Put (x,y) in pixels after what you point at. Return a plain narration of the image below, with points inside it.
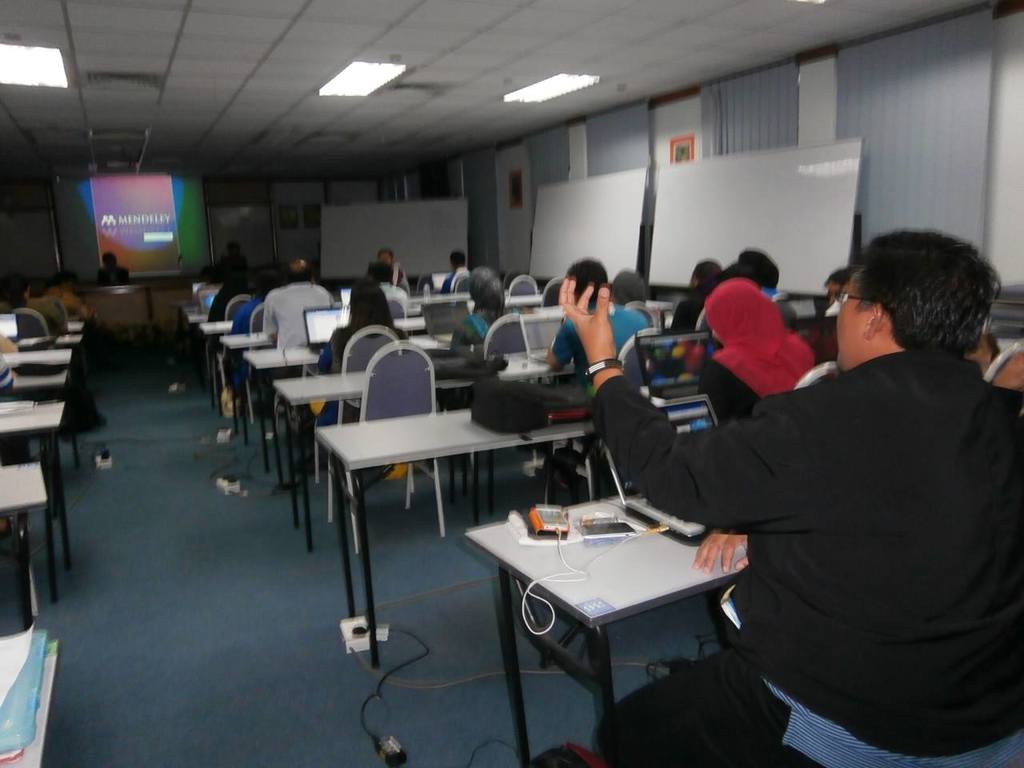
In this picture I can see the inside view of a room (346,50), where I can see number of tables (160,312) and chairs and I see number of people (594,305) sitting on chairs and I can see the wires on the floor (170,487). On the right side of this picture (757,203) I can see 3 white color boards (677,196). In the background (131,185) I can see a screen (127,212) and I see something is written on it. On the top of this picture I can see the lights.
